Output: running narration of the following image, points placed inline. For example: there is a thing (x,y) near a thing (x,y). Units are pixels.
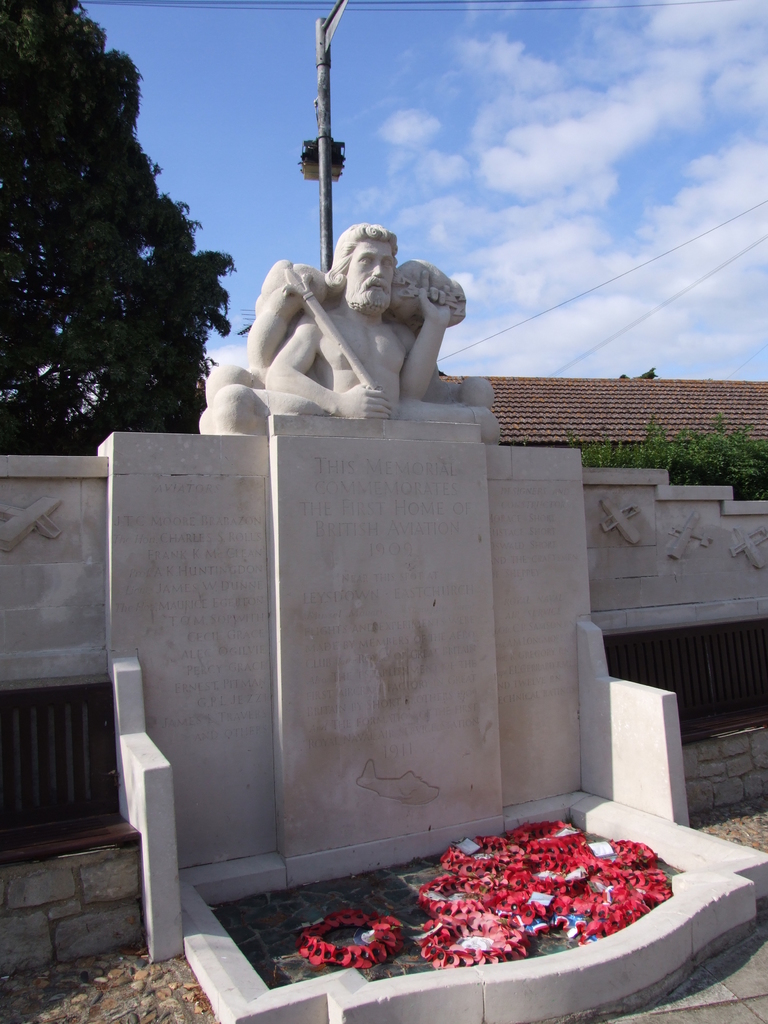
In this image I can see a sculpture (470,413) and in the background (692,549) I can see white color wall (196,551) under the sculpture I can see red color papers (450,891) kept on the floor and at the top (253,176) I can see the sky (526,136) and tree (41,204) and pole (326,216).
